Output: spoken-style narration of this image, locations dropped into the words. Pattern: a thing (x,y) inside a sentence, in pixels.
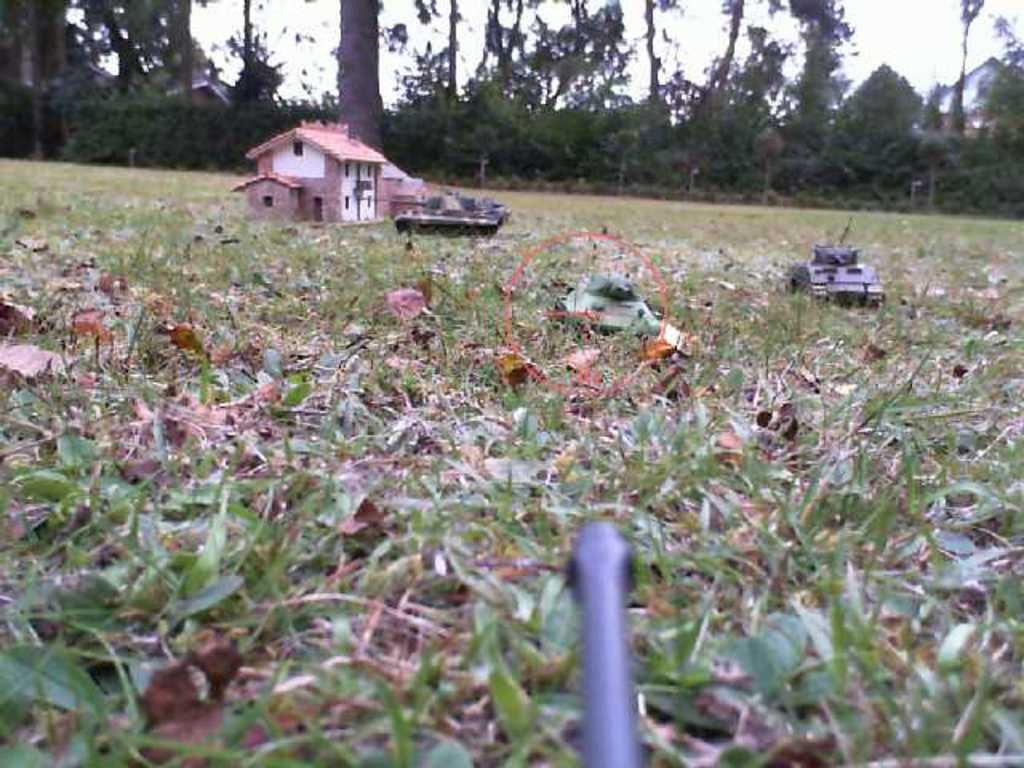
In this image, we can see the ground (383,514) covered with grass (264,539) and some dried leaves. We can see some toys (388,171) and also an object (604,707) at the bottom (613,592). We can see some trees (476,88), plants (760,152) and houses (977,127). We can also see the sky (902,17).
